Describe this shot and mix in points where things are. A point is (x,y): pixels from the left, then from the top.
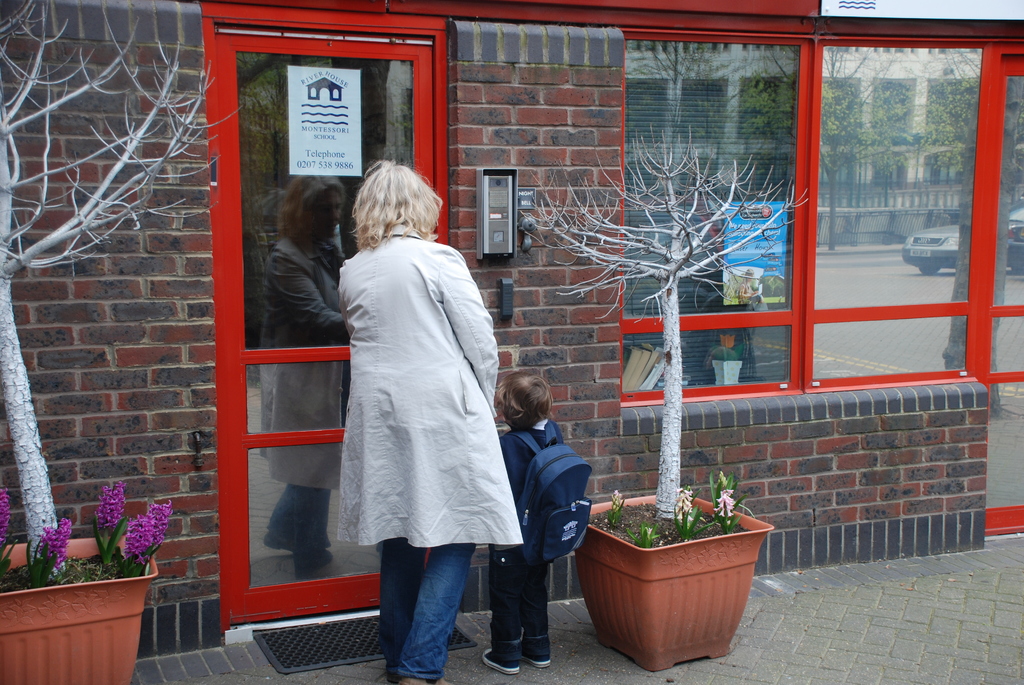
In this image I can see a person (510,504) and a child (505,561). I can see child (533,437) is carrying a blue color of bag (578,502). In the background (576,107) I can see a building (458,76) with red color of door (219,141). Outside of the building (499,341) I can see few trees (39,44), few flowers (65,528) and pot (629,559).
